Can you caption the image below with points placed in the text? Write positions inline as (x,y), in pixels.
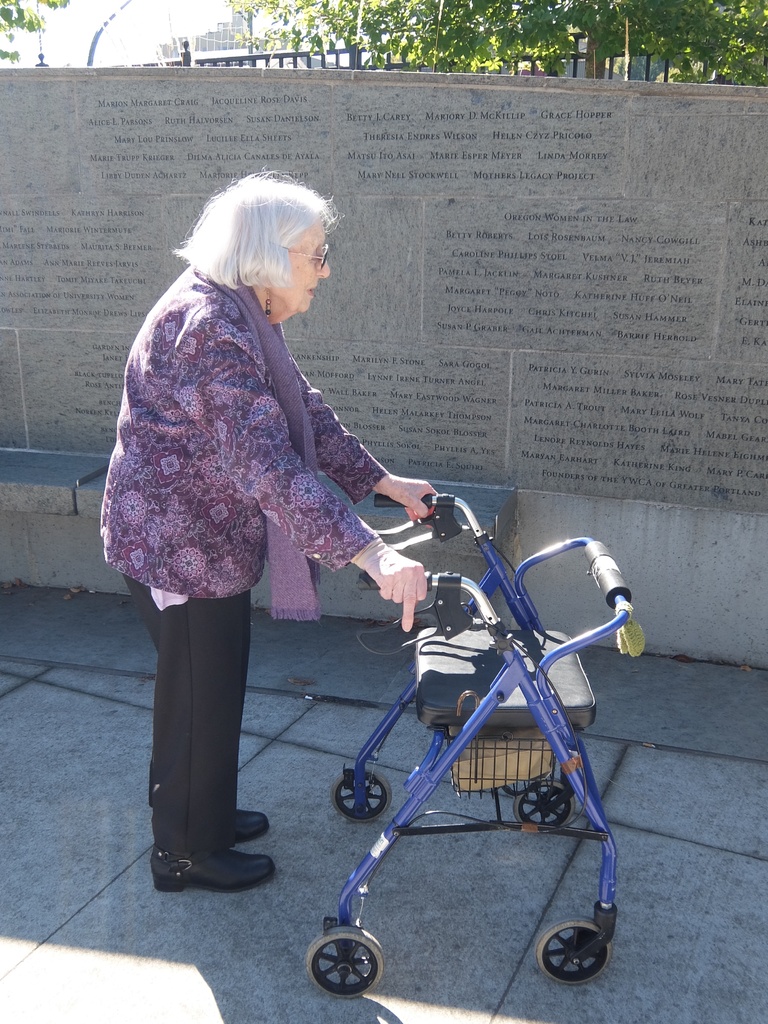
On the left (229,468) there is a woman (221,521) standing on the ground (144,671) and holding a transport vehicle (484,603) in her hands (397,601). In the background (102,214) there is a wall (262,136) with some texts (266,156) written on it, fence (353,60), trees (458,45), buildings (234,36), poles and sky (130,32).
